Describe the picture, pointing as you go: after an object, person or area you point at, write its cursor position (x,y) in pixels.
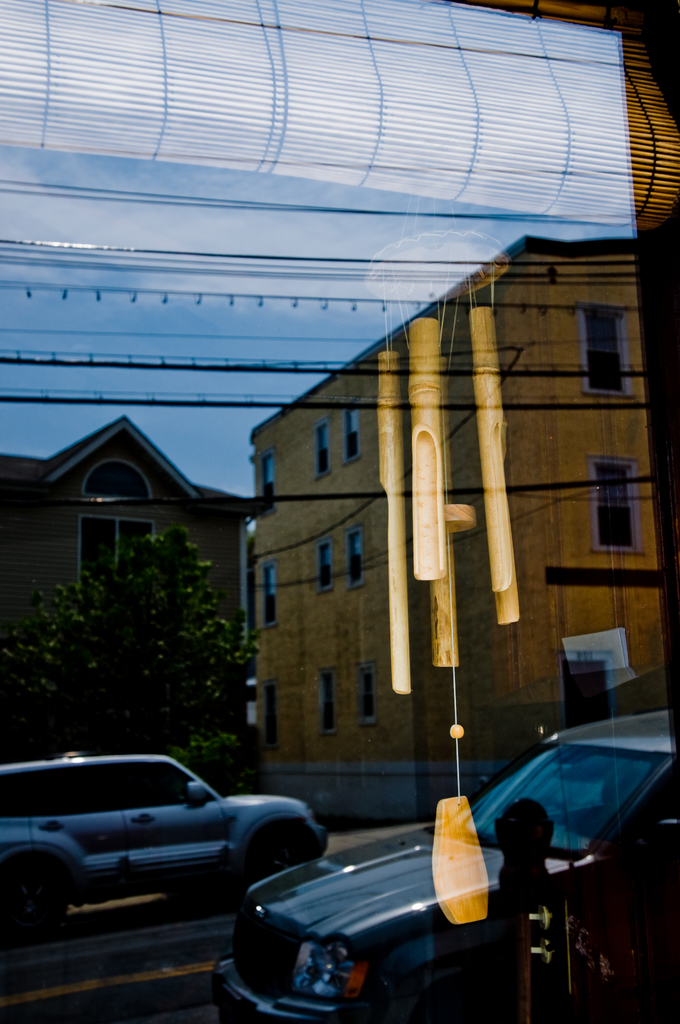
In the picture we can see some cars (50,874) on the road (142,928), behind it, we can see a tree (182,688) and some buildings (351,573) behind it with a window (347,569) and we can also see a sky (226,426).
